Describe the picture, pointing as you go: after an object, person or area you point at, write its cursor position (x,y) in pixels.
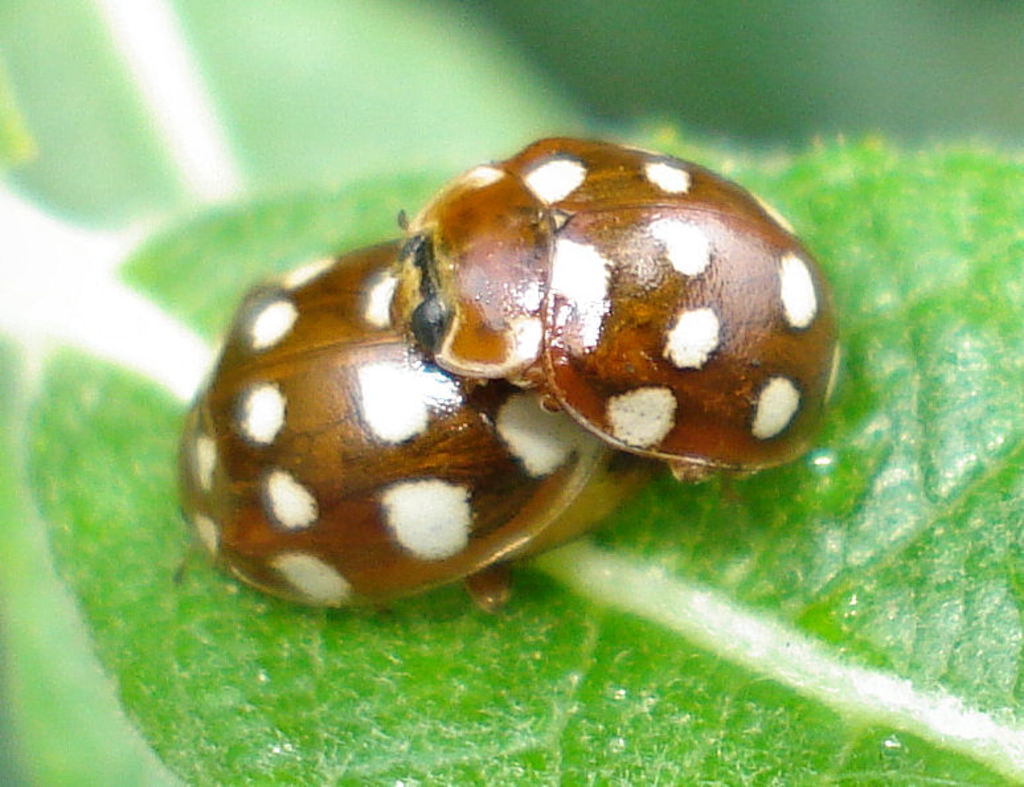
The picture consists of ladybugs (351,397) on a leaf (344,615). The background (301,96) is blurred.
